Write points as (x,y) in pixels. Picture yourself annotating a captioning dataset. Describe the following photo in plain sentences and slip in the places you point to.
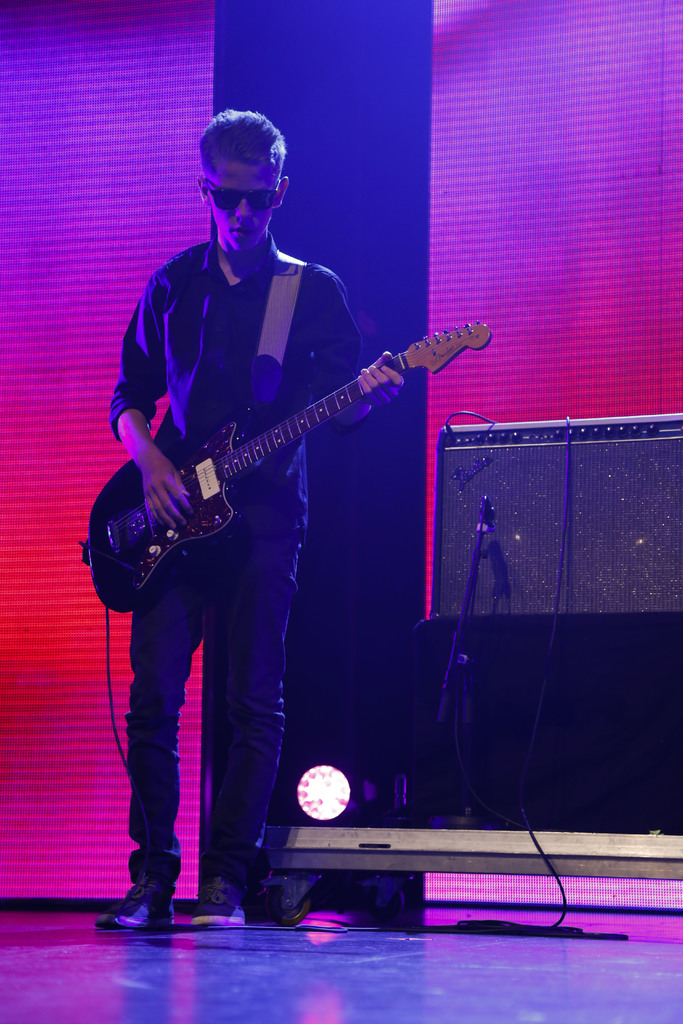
In this picture a man (250,386) is playing guitar (164,529) in the background (520,539) we can see a microphone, sound system (599,473) and lights (318,796).
